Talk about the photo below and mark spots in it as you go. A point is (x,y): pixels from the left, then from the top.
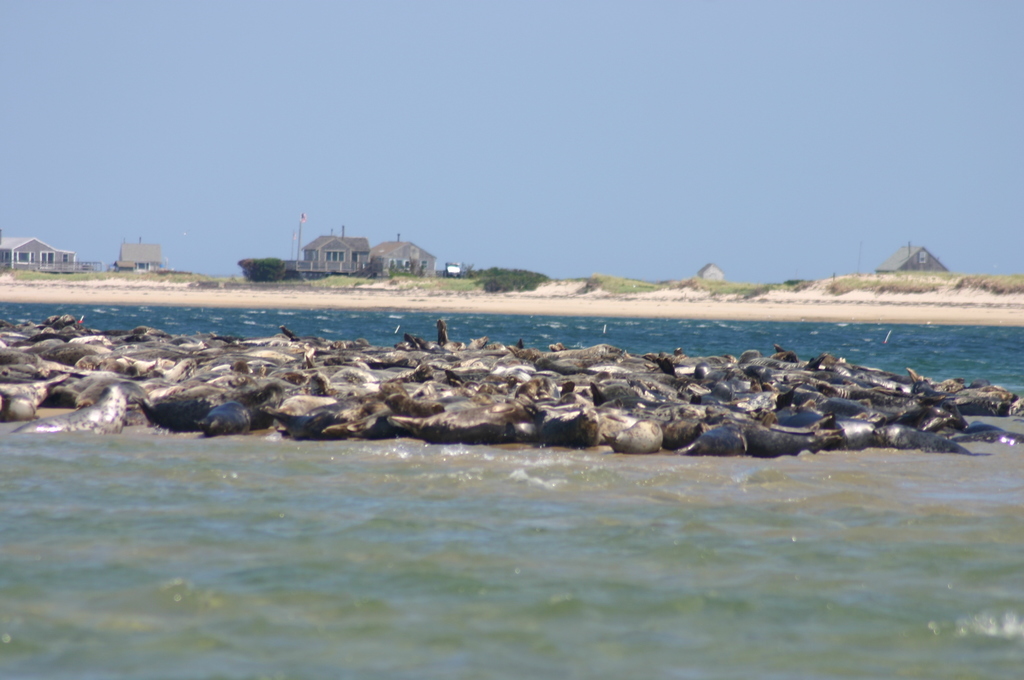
In this picture there are aquatic animals (594,356) in the center of the image (462,446) and there is water (703,586) at the bottom side of the image (370,607), there are houses (35,252) and few trees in the background area of the image (123,263).
